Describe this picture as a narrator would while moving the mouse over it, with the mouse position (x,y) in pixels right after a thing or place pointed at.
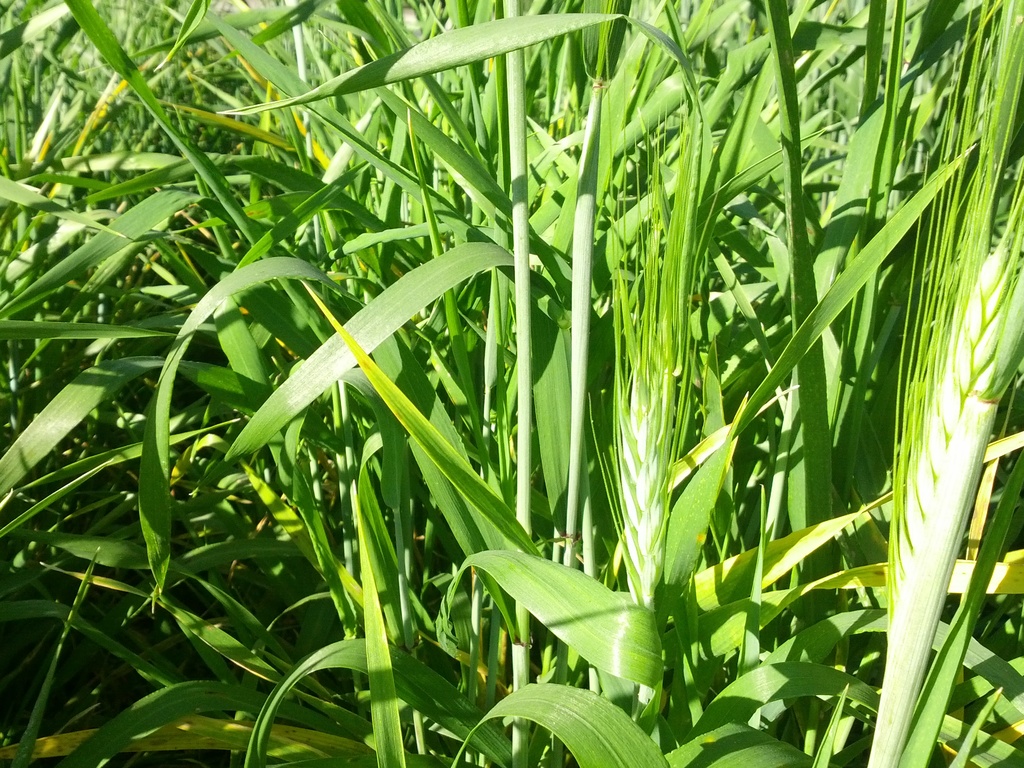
In this image we can see grass (353,395).
